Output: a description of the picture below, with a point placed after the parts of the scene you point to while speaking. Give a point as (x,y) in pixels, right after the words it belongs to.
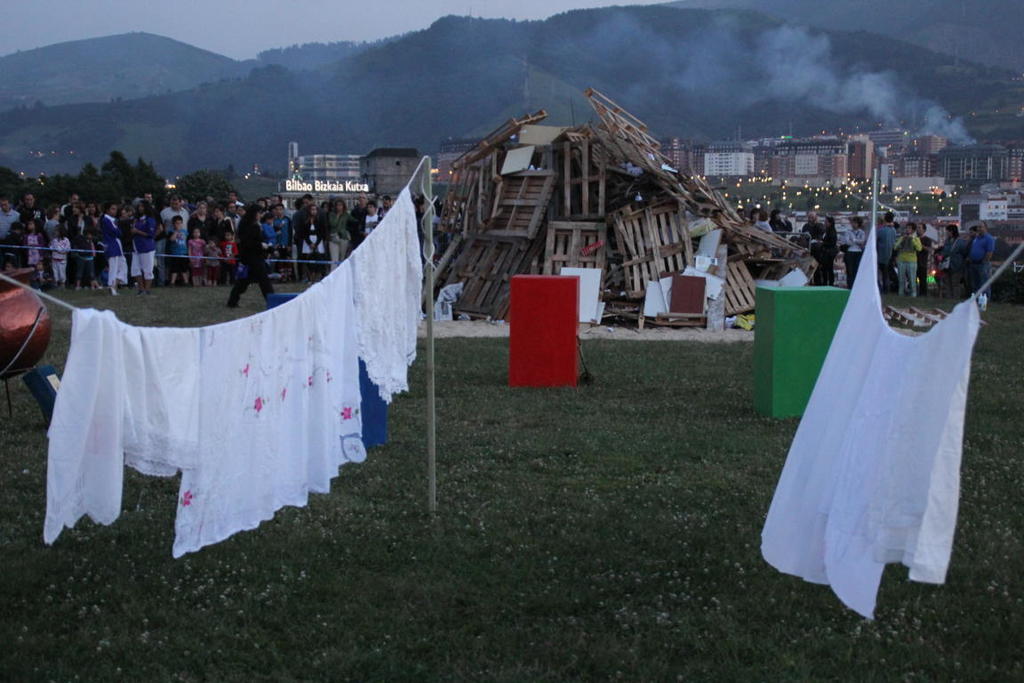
There are group of people (179,216) standing. These are the wooden objects (654,188). I can see white clothes (394,313) hanging to the rope (996,272). These are the buildings (457,154). I can see the trees (139,180). These look like hills (402,80). Here is the grass (529,519).
